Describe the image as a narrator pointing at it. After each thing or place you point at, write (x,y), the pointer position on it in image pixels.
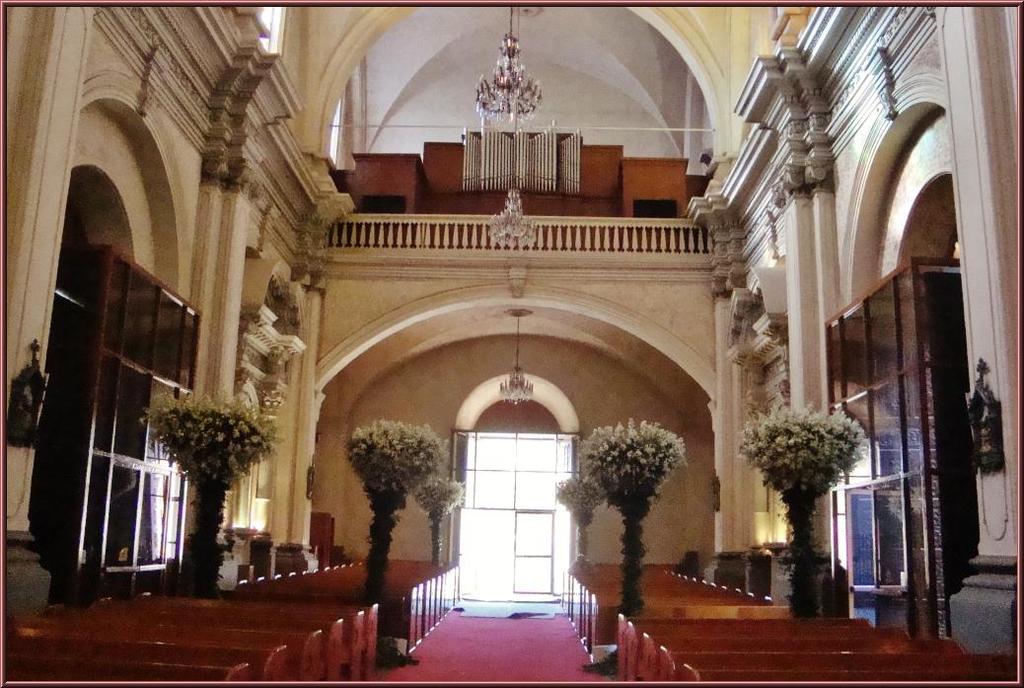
On either side of the picture, we see benches (652,576) and flower pots (583,551). On either side of the picture, we see cupboards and walls (355,363). In the background (551,586), we see the window (474,468). At the top of the picture (663,123), we see the chandelier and the roof (621,53) of the building (326,211). This picture might be clicked inside the church (463,453).
